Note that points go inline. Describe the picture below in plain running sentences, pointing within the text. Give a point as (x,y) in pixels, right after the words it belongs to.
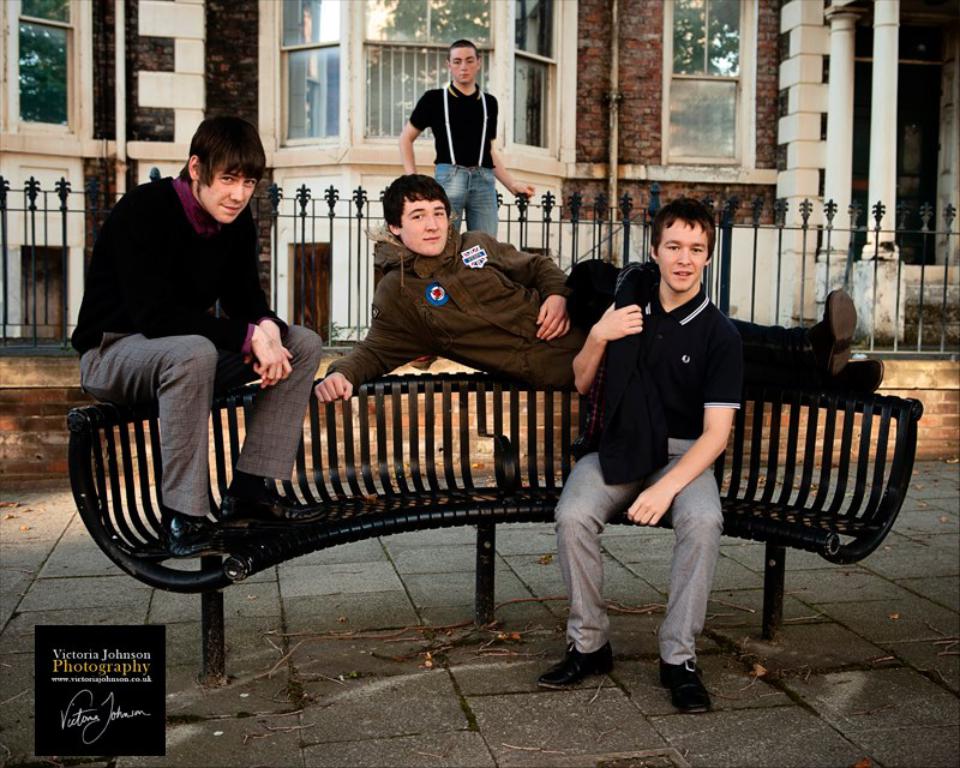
In this image we can see building (595,92), pipelines (617,98), grills (63,289), person (467,213) standing on the grill (802,252) and persons (162,388) sitting on the bench (418,444).
